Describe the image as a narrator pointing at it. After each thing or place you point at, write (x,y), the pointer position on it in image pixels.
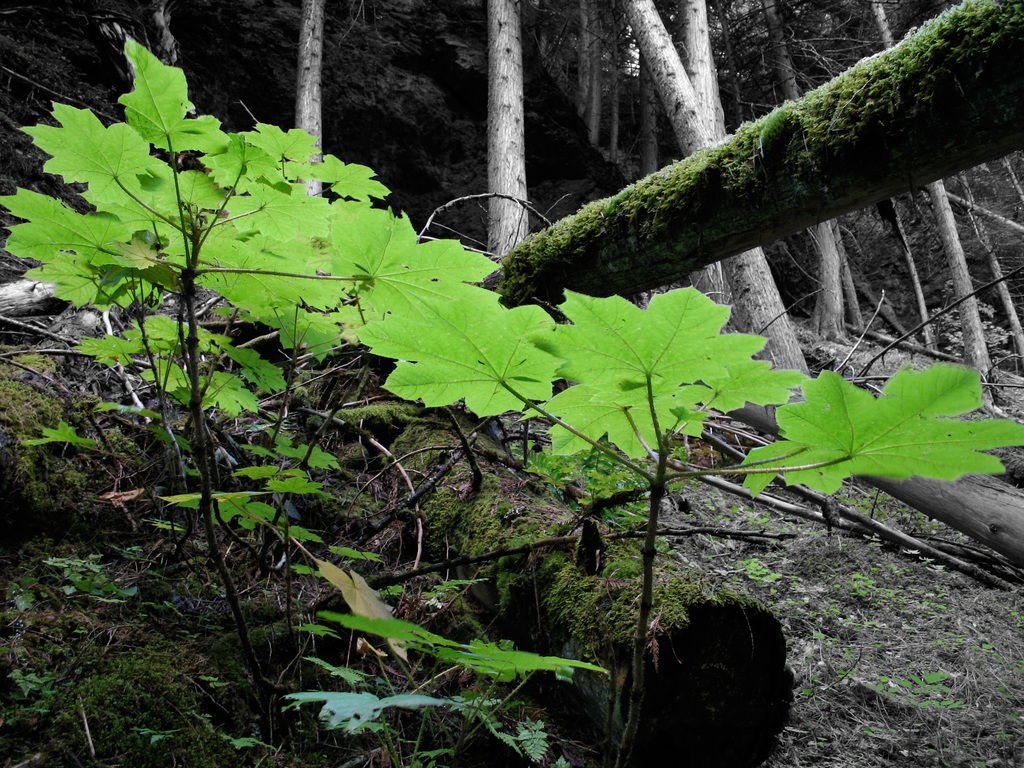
In this image there is one plant (399,383) at bottom of this image (355,596) as we can see the leaves (380,299) of this plants (400,312) in middle of this image (353,275) and there are some trees (698,138) at top of this image (628,144).
